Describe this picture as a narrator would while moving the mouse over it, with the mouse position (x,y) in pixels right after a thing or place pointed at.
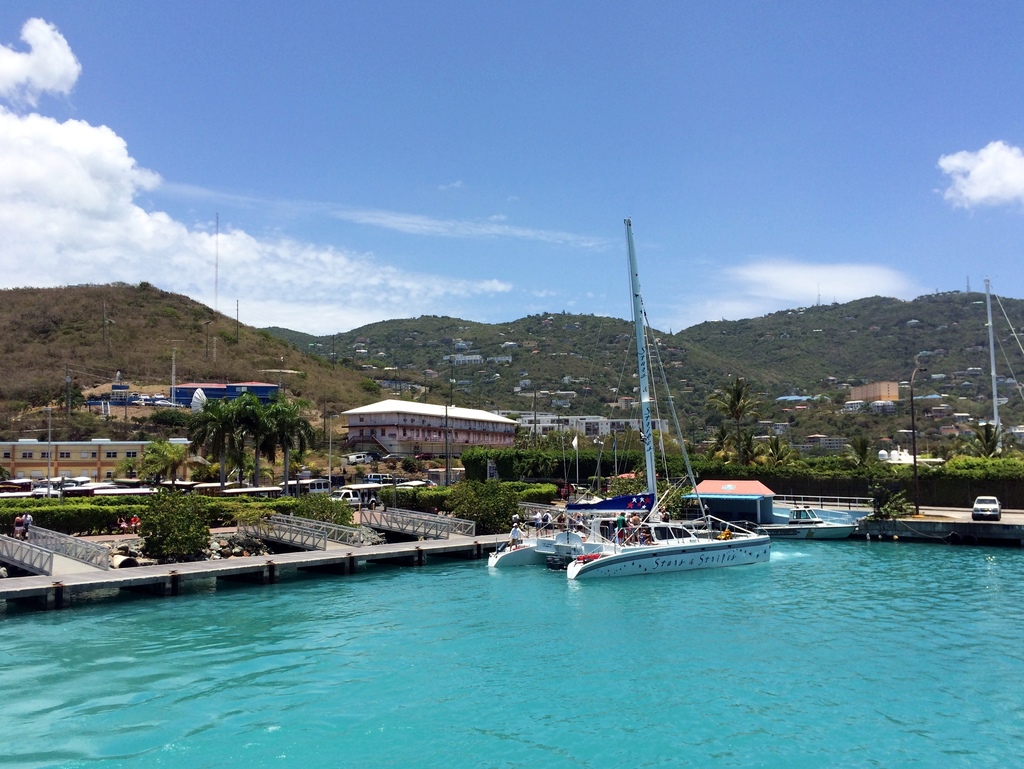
In this picture we can see boats (561,565) on water (784,616) and in the background (1005,126) we can see buildings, trees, plants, vehicles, mountains (1017,355), sky (714,258) and some objects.
